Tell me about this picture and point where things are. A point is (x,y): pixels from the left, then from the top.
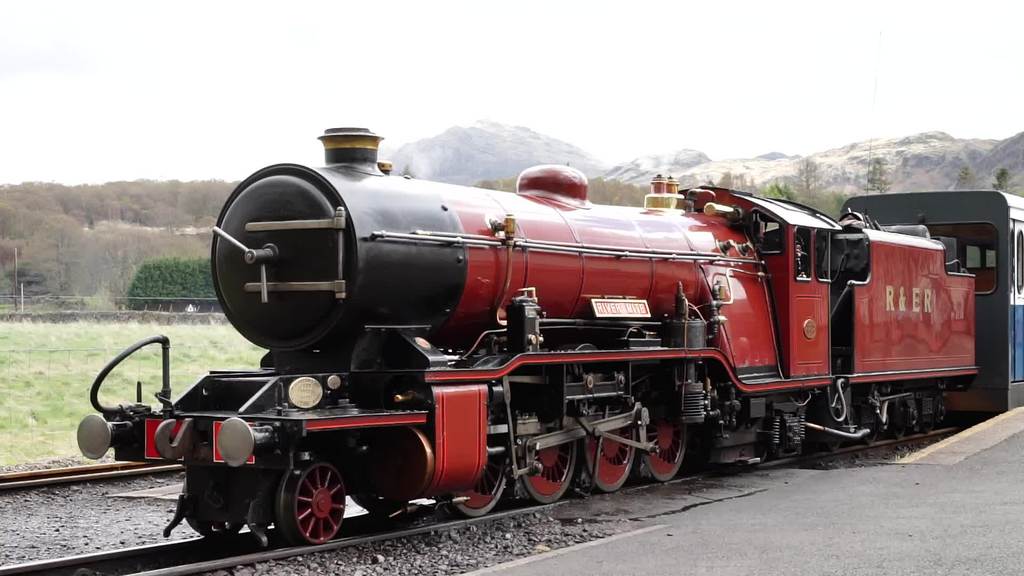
Here in this picture we can see a train (731,349) present on a railway track (299,552) over there and beside that the ground (85,377) is covered with grass (78,335) and we can see bushes (182,294), plants (109,241) and trees (61,235) all over there and behind that in the far we can see mountains (518,147) that are covered with snow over there.
